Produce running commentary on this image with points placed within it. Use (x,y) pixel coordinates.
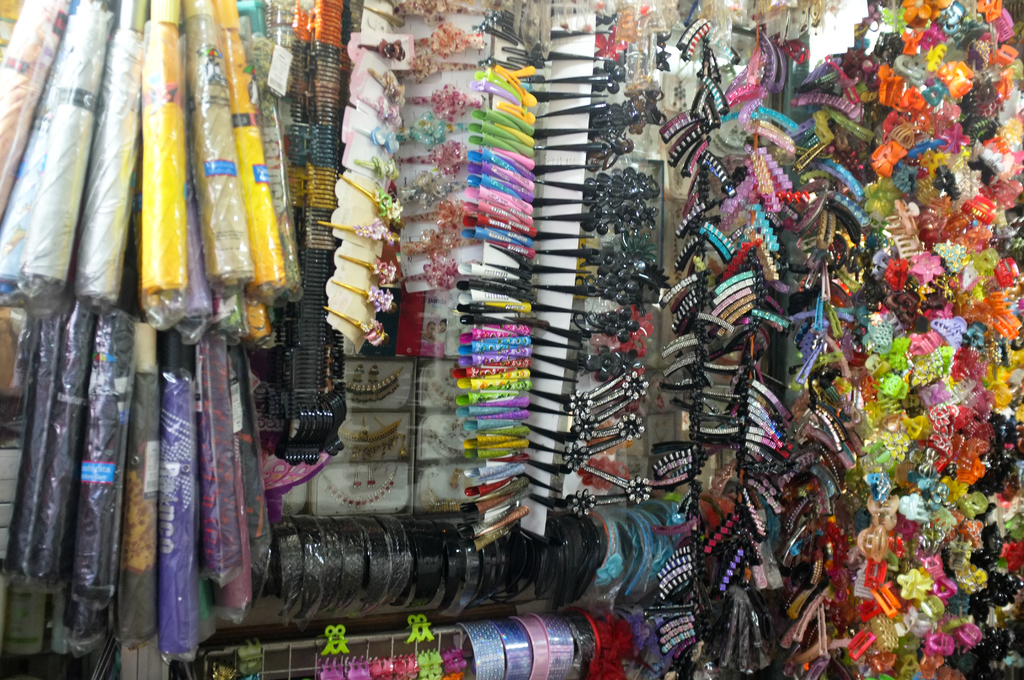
In this image I can see many accessories (593,351). To the left (179,280) I can see the umbrellas (101,250). I can see these accessories (552,543) and umbrellas (240,362) are colorful.
